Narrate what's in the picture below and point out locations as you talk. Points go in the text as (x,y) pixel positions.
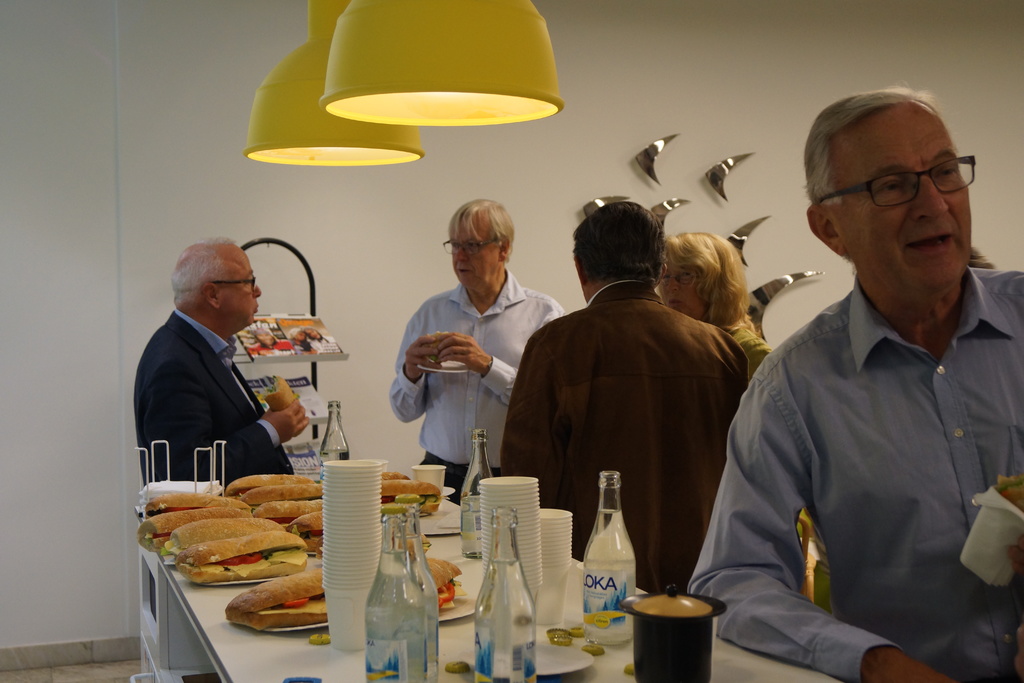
there are so many people (628,477) standing behind the table (286,639) where food (263,625) is served on the plate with some bottles (329,459) glasses (365,473) in it and there is light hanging from the top.
